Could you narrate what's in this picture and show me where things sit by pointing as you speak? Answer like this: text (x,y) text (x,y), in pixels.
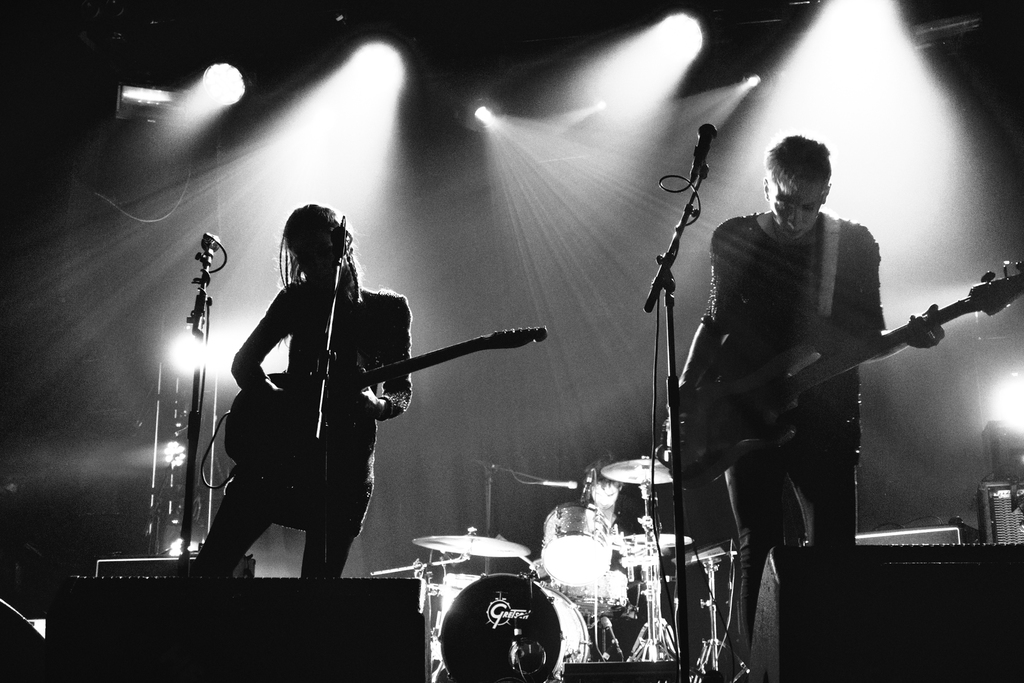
In this image, there are two persons (214,555) standing and playing a guitar (384,368). At the top of the image (663,34), there are focus lights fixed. In the middle of the image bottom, there are musical instruments (593,580) which are kept on the dais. In the backside of the image (615,575) bottom, a person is playing drums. The picture is taken inside the auditorium hall (920,307) during night time.
